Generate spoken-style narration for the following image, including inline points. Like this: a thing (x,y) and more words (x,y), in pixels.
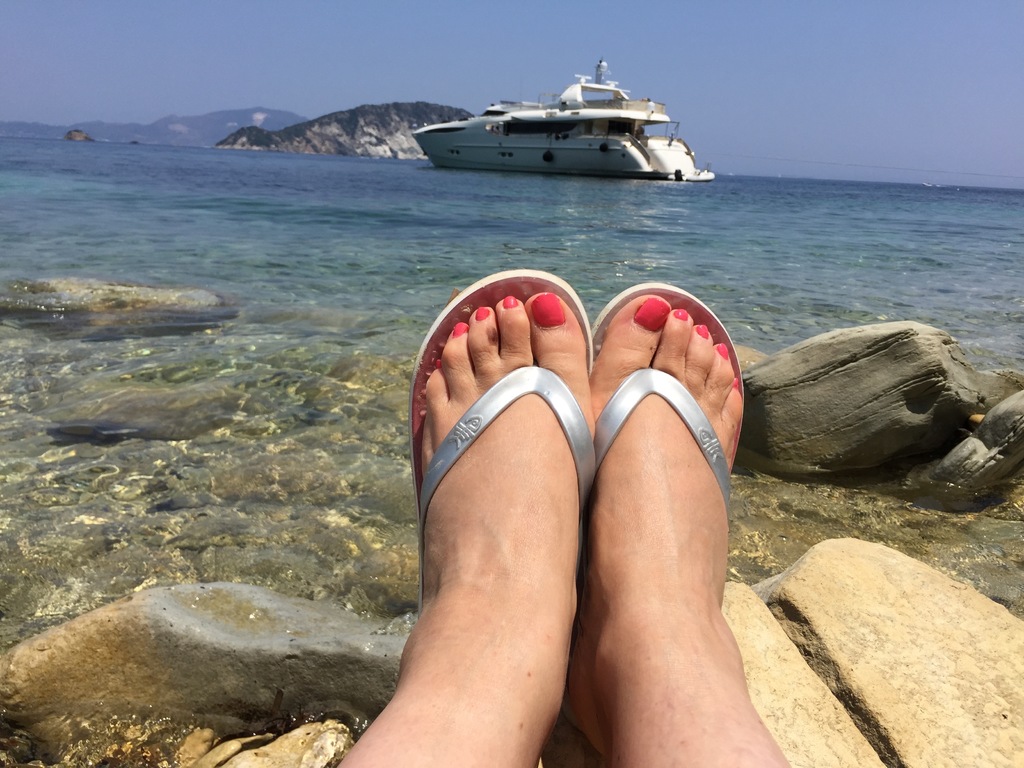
In this image I can see a person legs (534,589) wearing a footwear (587,436) which is silver in color. In the background (428,242) I can see the water (353,236), a ship (627,100) which is white in color on the surface (424,190) of the water (677,191), few rocks (806,358), few mountains (324,143) and the sky (251,84).
